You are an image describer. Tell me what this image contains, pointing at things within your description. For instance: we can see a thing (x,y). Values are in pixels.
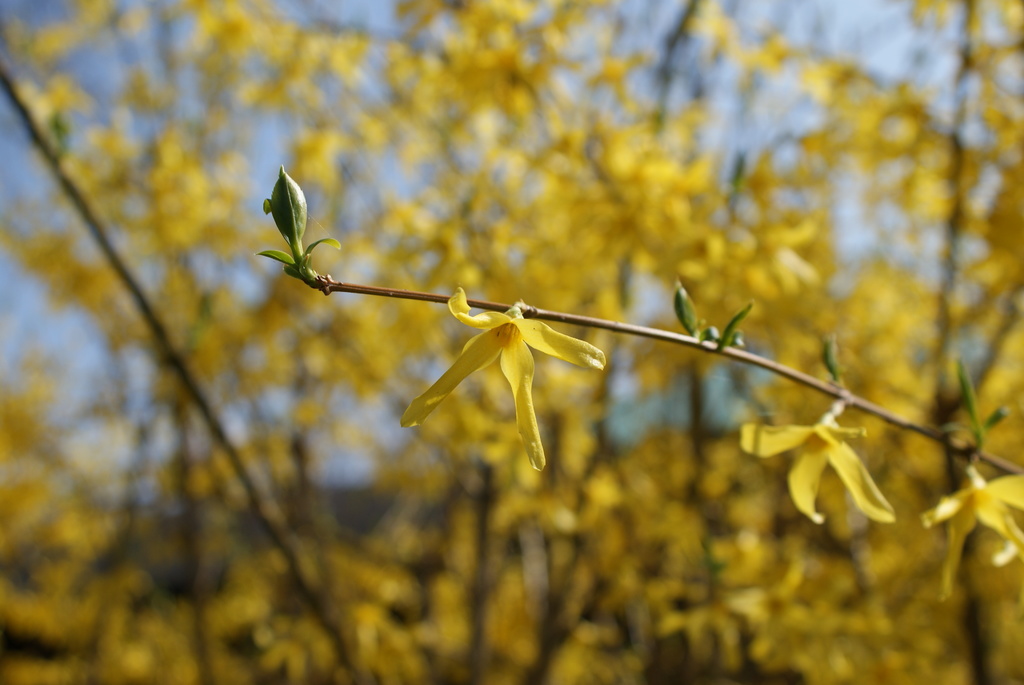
In this image we can see flowers (475,323) and stems (490,303) and the sky (380,167) is in the background (391,174).
